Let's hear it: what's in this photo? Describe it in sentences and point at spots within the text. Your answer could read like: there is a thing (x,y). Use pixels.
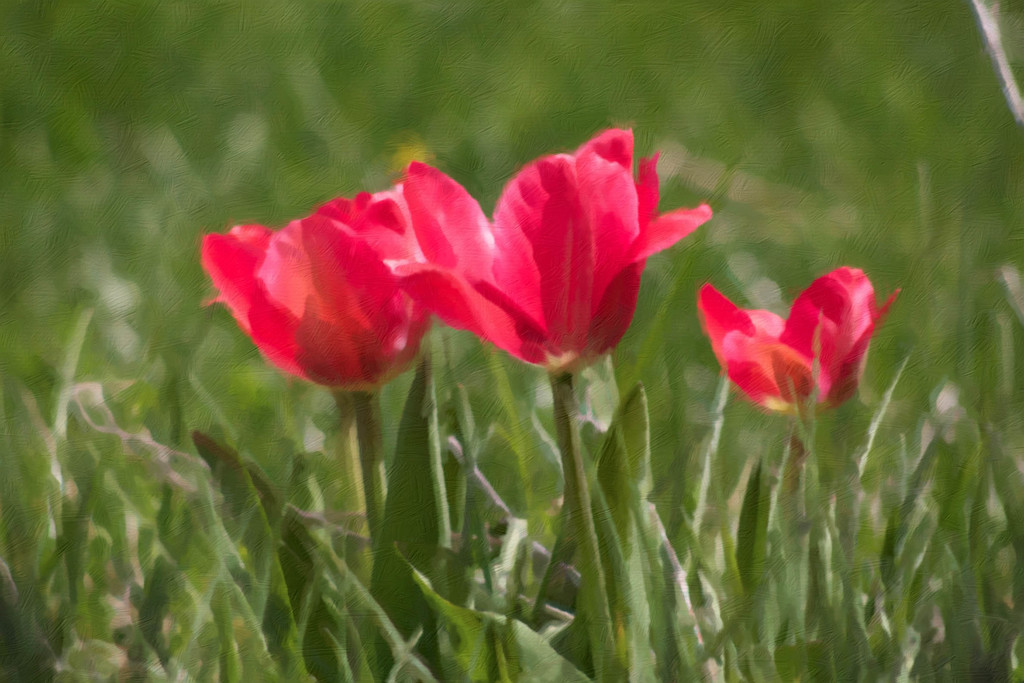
In this image we can see flower plants (417,341).
